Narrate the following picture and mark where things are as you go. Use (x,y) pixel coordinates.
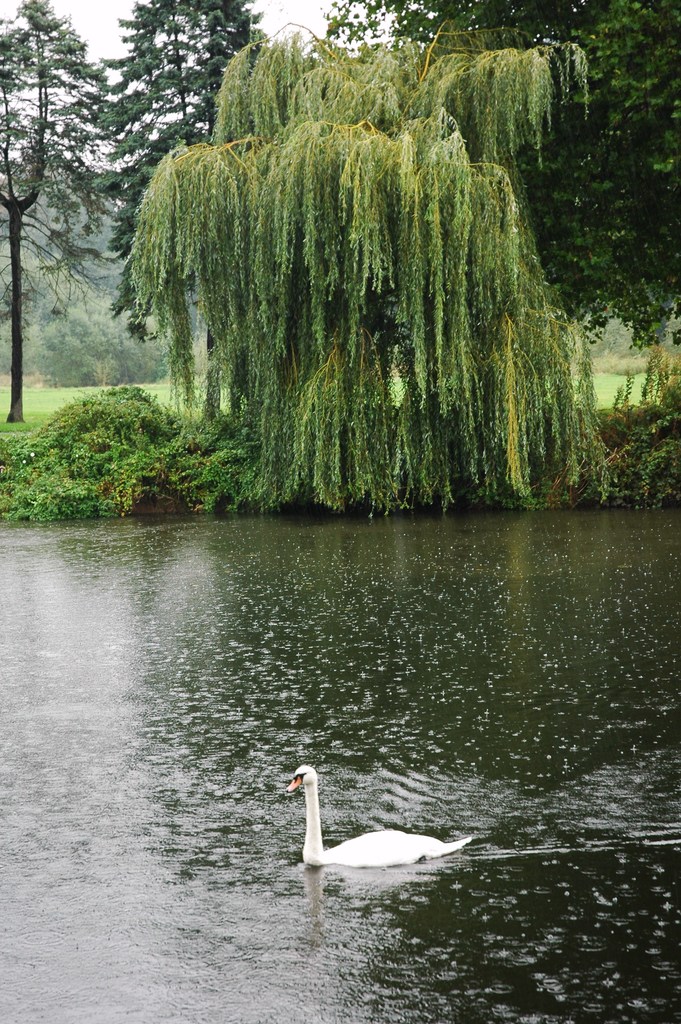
In this image, we can see a lake (488,627). There are some trees (276,140) in the middle of the image (296,450). There is a swan (371,843) in the water (376,867).
